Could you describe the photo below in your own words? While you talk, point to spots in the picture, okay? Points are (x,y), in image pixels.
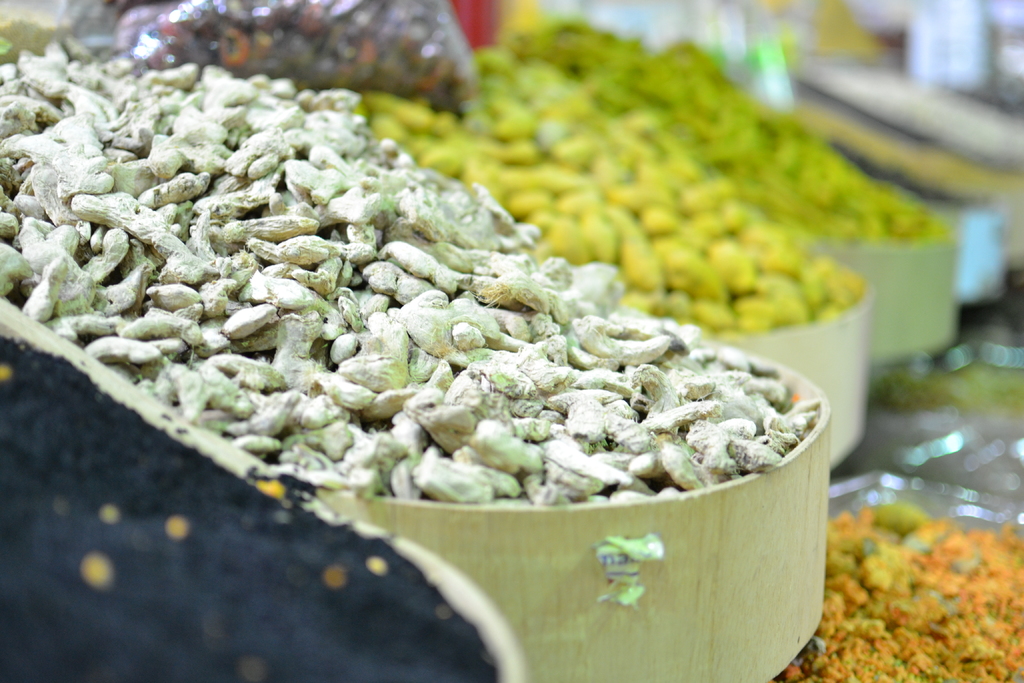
In this image, we can see spices (697,310) on bowls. In the background (826,210), image is blurred.
